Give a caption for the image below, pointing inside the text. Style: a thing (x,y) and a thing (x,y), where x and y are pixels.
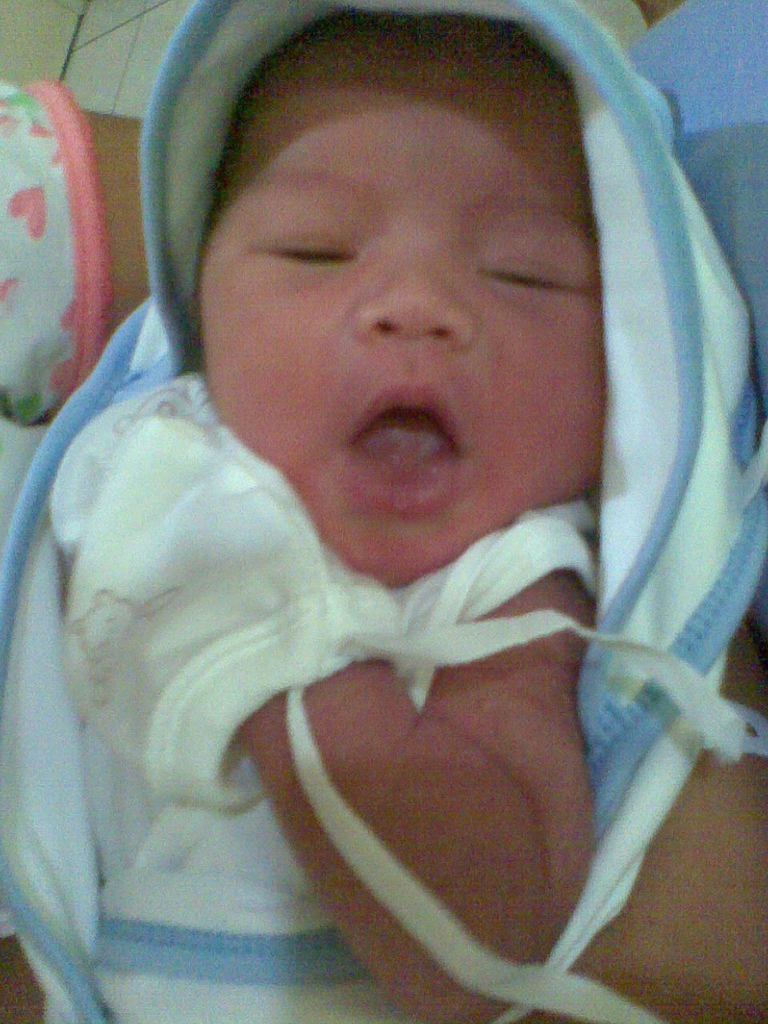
In this image we can see some person (696,101) holding the baby (248,566). Floor (104,63) is also visible.
